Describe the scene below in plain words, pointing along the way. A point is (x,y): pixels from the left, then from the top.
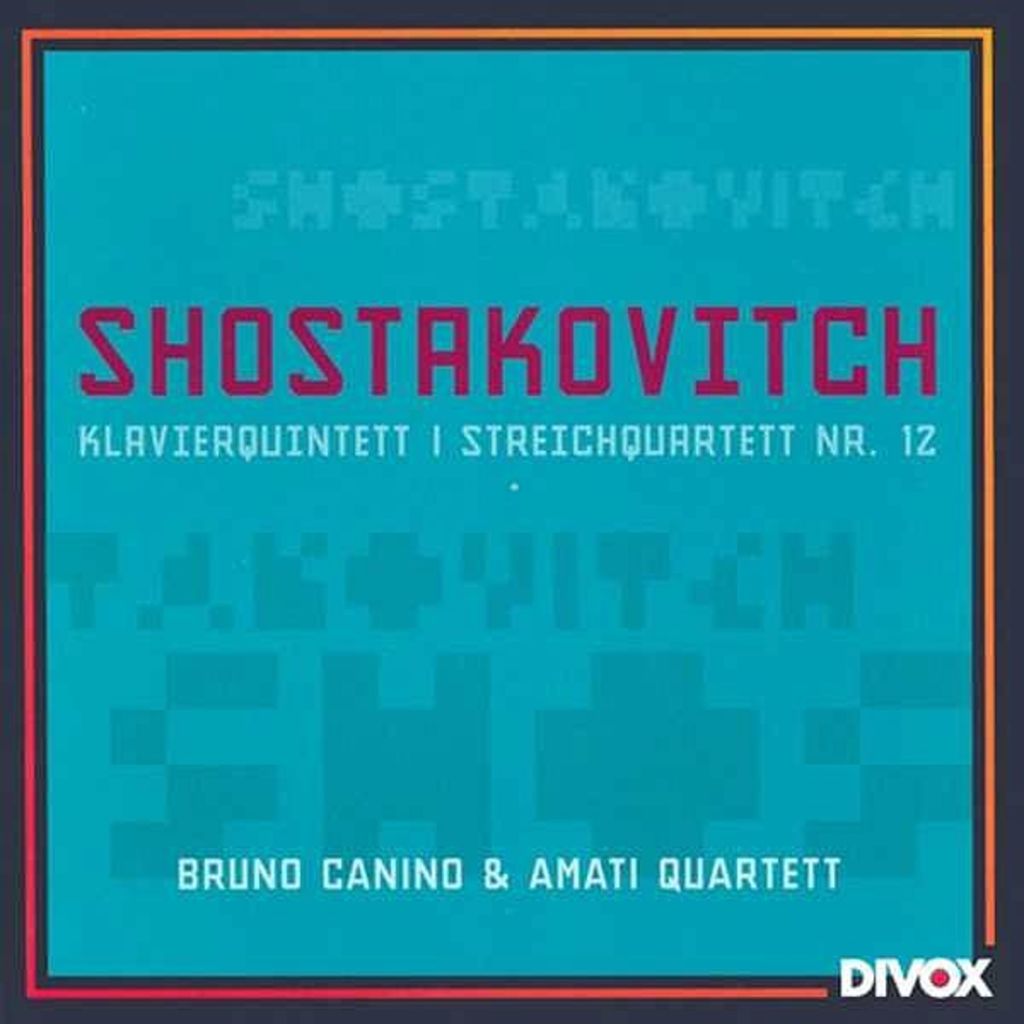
In this picture, we can see a poster (319,908) with some text (915,348) on it.
